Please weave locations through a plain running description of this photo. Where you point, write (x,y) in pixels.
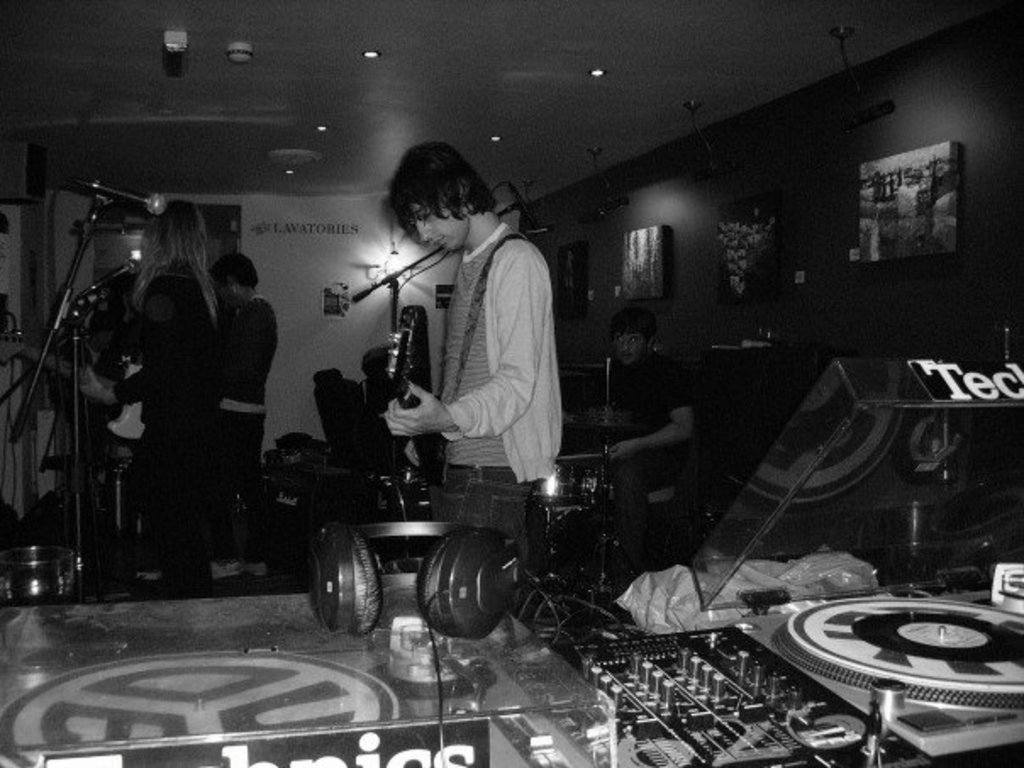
This picture is clicked inside. In the center (504,287) there is a person (512,393) standing and seems to be playing a guitar (404,386) and we can see the group of persons (626,370) seems to be playing musical instruments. On the left (334,562) there is a headphone (442,594) placed on the top of the table (335,655) and we can see the microphones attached to the metal stands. At the top (243,122) there is a roof (318,110), ceiling lights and we can see the picture frames (579,258) hanging on the wall (894,319) and many other objects (50,546) in the background (296,390).
